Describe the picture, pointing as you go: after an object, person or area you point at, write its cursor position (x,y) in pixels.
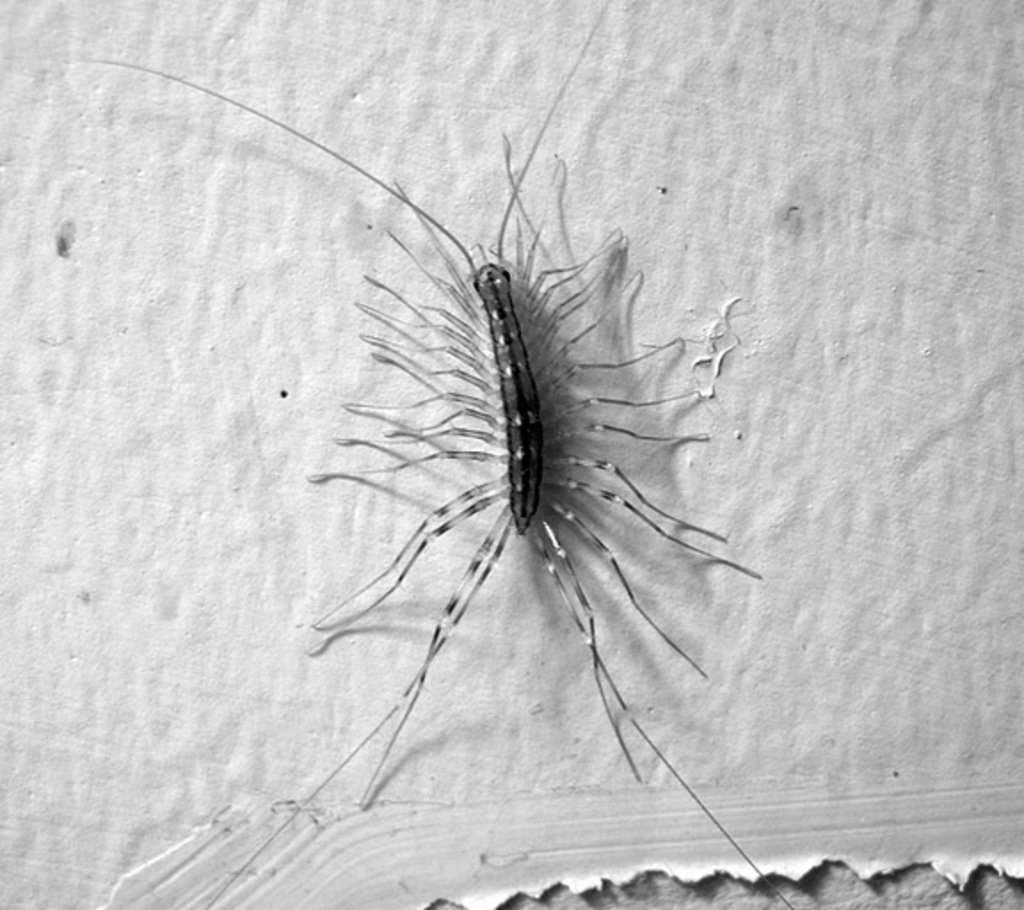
In this picture we can see an insect (512,494) on the wall (835,512).
